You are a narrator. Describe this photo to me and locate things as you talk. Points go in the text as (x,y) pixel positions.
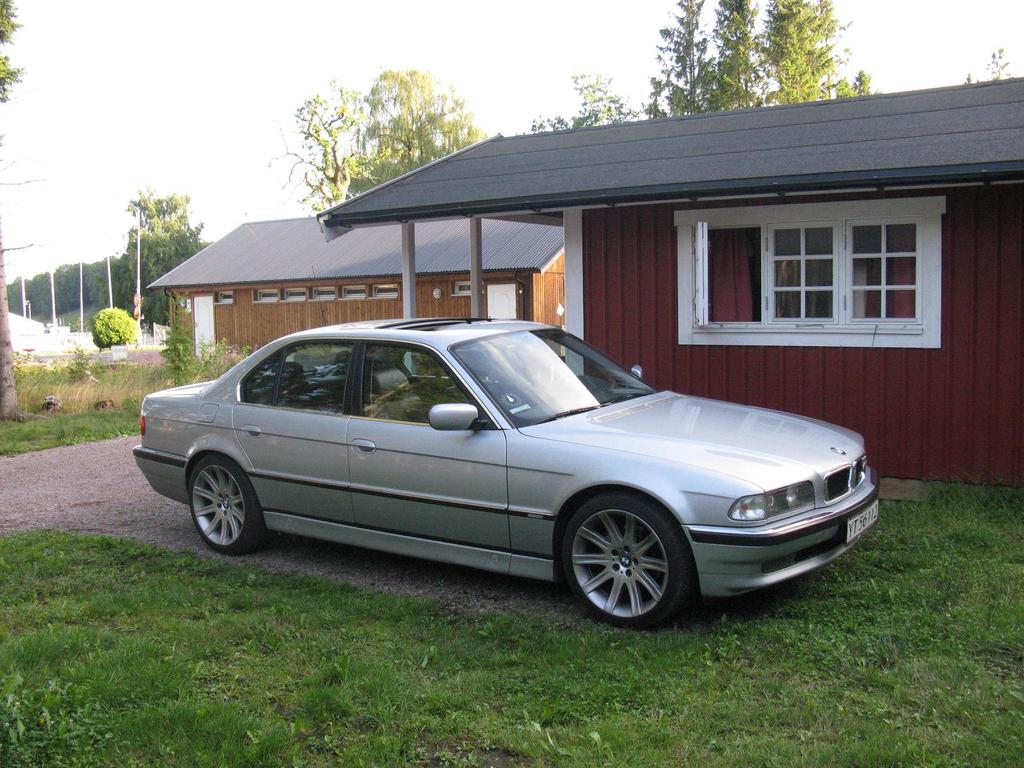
In this image I can see the car (417,520) on the ground (404,670). To the side of the car (366,464) I can see the houses (452,299) which are in brown, grey and maroon color. In the background (168,321) there are poles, many trees (349,179) and the sky (129,147).
